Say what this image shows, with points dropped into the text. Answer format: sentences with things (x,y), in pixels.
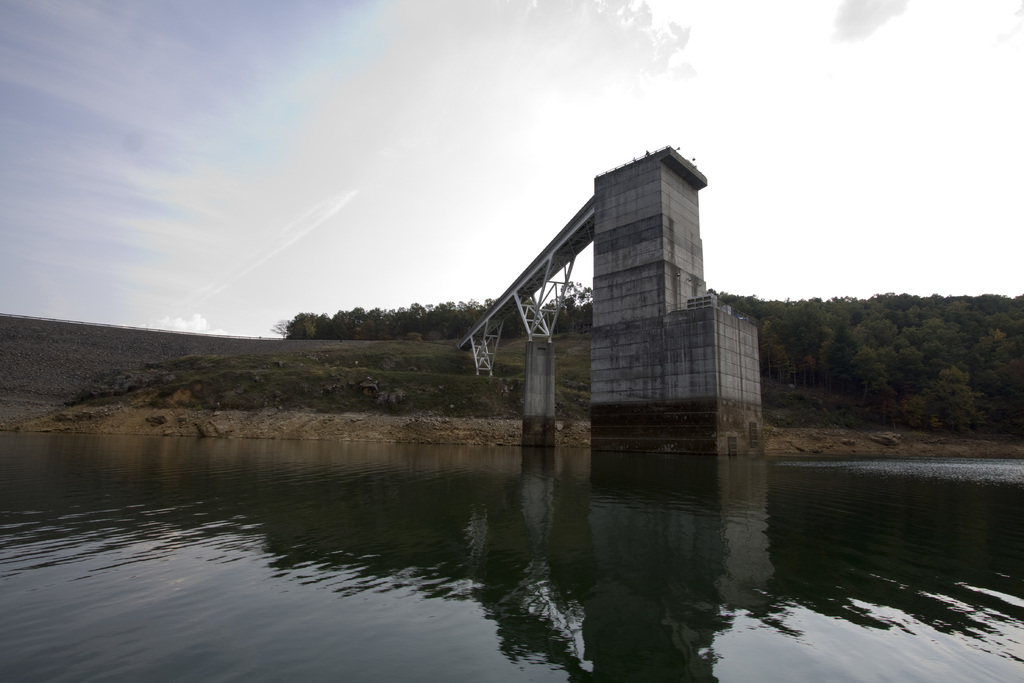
At the bottom of the picture (688,544), we see water (603,519) and this water (558,584) might be in the pond (558,466). In the middle of the picture (597,309), we see the tower (735,343) and a bridge (575,236). There are trees (962,355) in the background (948,340). At the top (443,163), we see the sky (330,139).
